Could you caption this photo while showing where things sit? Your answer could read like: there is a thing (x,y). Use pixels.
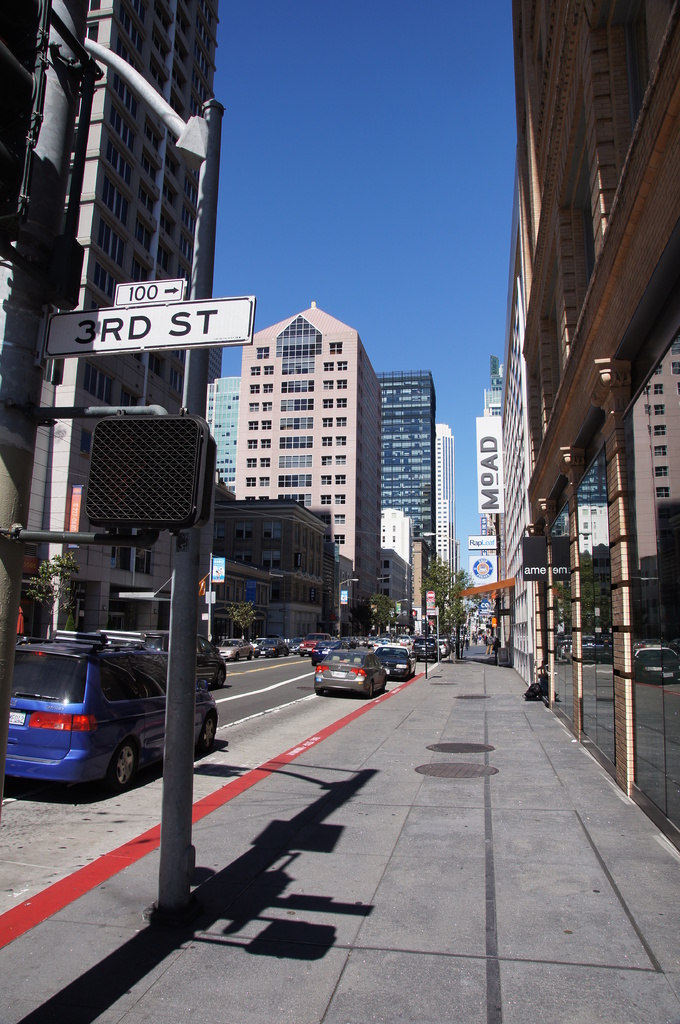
In this picture we can see few sign boards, poles (192,599) and few vehicles (159,683) on the road (292,708), and also we can find few buildings (531,636), trees (430,570) and hoardings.
